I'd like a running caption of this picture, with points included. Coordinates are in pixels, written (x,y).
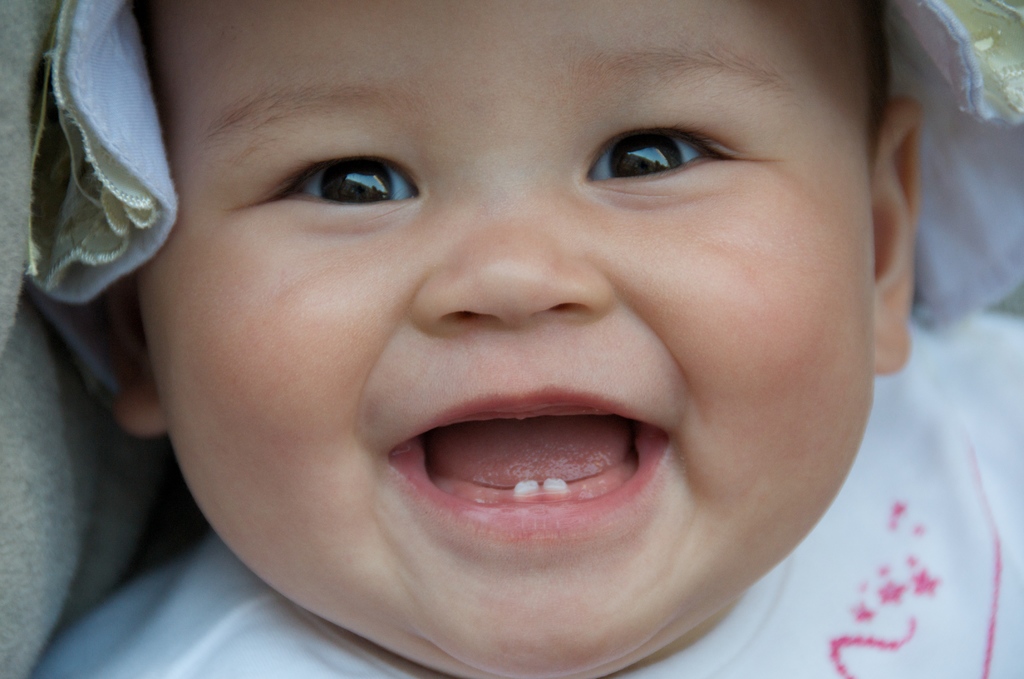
This baby (757,410) is smiling.
